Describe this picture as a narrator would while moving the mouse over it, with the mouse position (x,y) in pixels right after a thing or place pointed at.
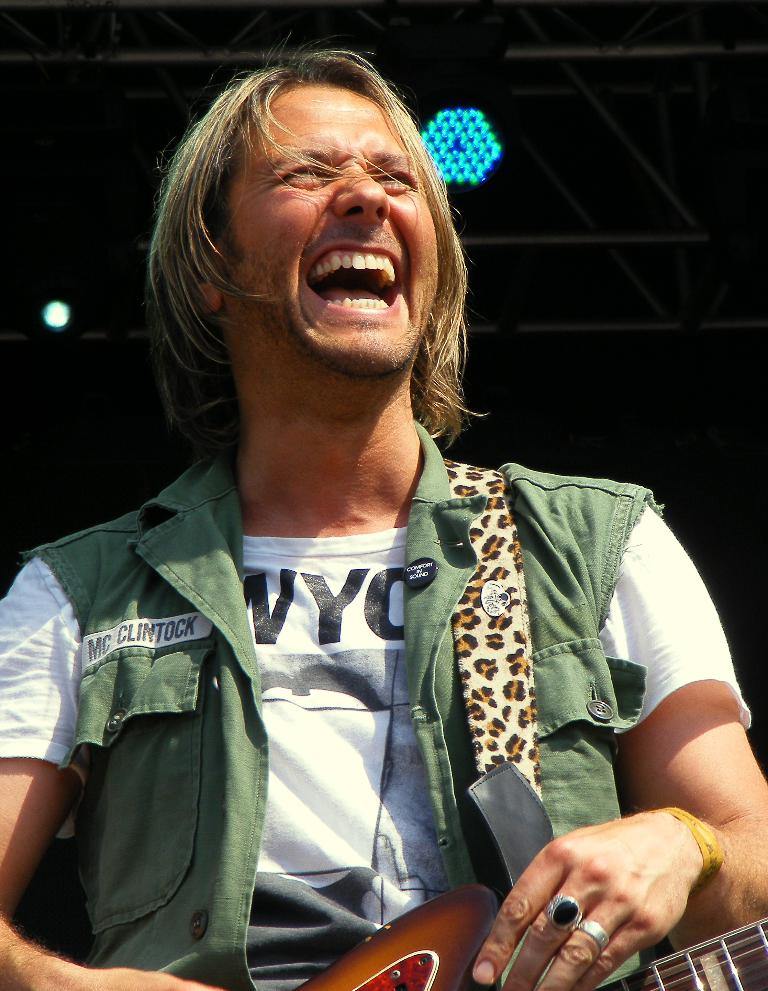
In this picture there is a man (351,321) laughing, holding a guitar (391,947) in his hand (478,970).
